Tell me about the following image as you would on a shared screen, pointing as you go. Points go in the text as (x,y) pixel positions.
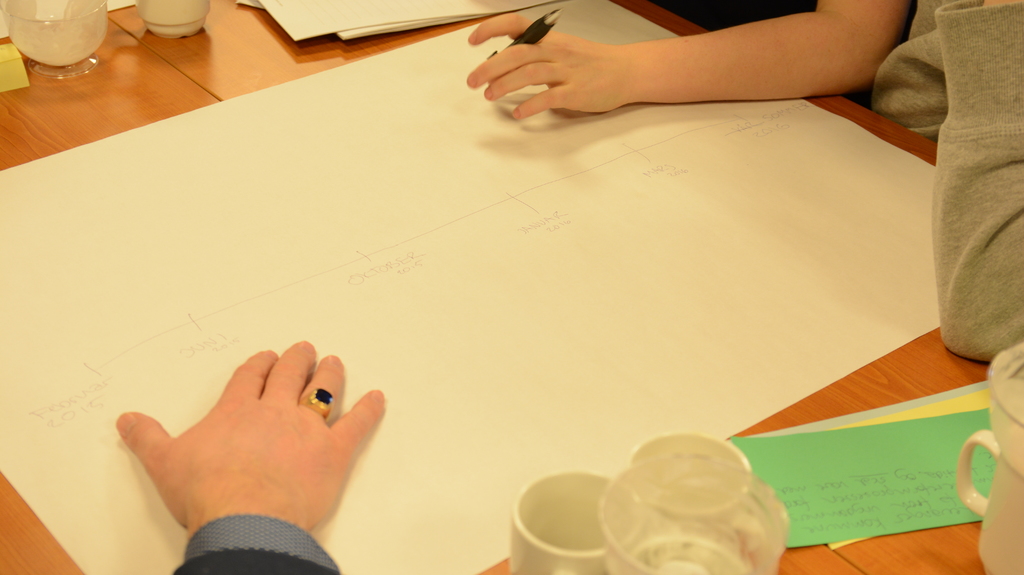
In this picture there is a person (737,85) holding a pen (541,26) in his hand (614,97). There is a white sheet (406,382). There is a cup (575,494), glass (714,505) and few color papers (923,467) on the table (308,55). There is also another person (279,493).
